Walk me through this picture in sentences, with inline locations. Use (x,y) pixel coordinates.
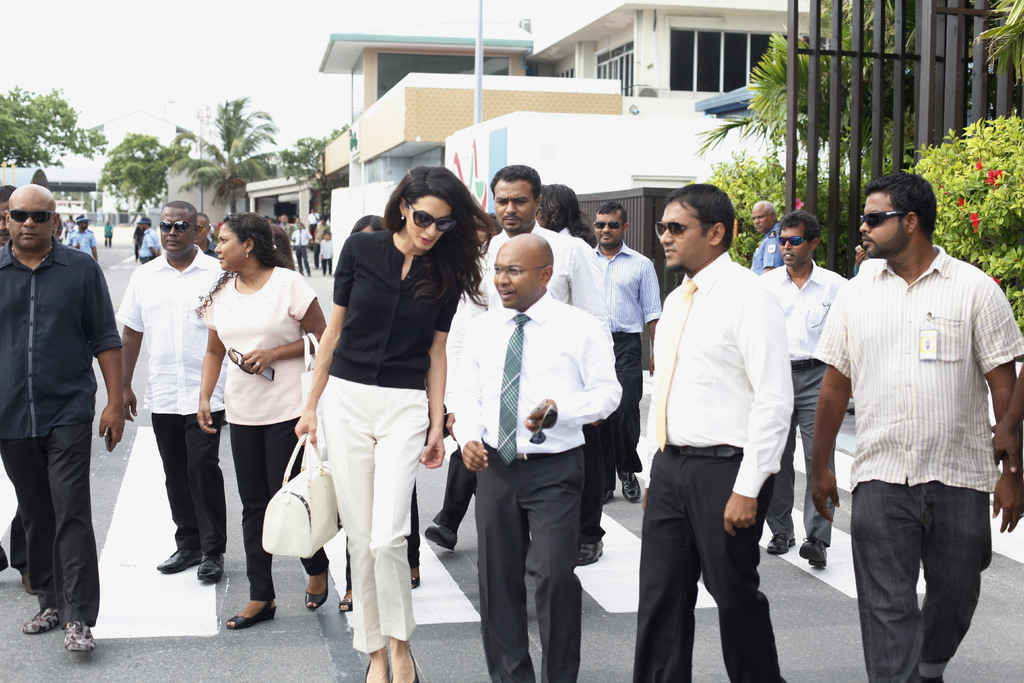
In the middle of the image (661,381) few people (704,578) are standing and walking. Behind them there are some trees (41,94) and poles (832,58) and buildings (395,109). At the top of the image (529,0) there is sky (319,41).
